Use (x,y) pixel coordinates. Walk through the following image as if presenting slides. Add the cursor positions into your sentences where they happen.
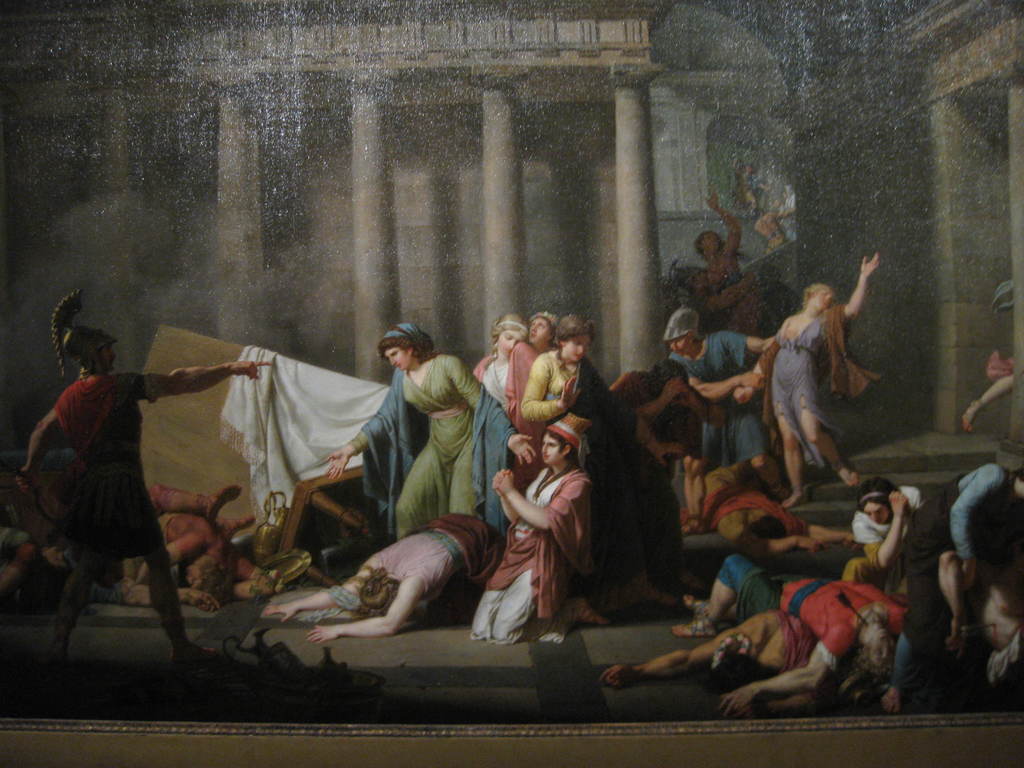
In this image I can see depiction of people (547,314) where few are standing and few are lying on floor (344,643). I can also see depiction of pillars (251,210) in background (524,215).
